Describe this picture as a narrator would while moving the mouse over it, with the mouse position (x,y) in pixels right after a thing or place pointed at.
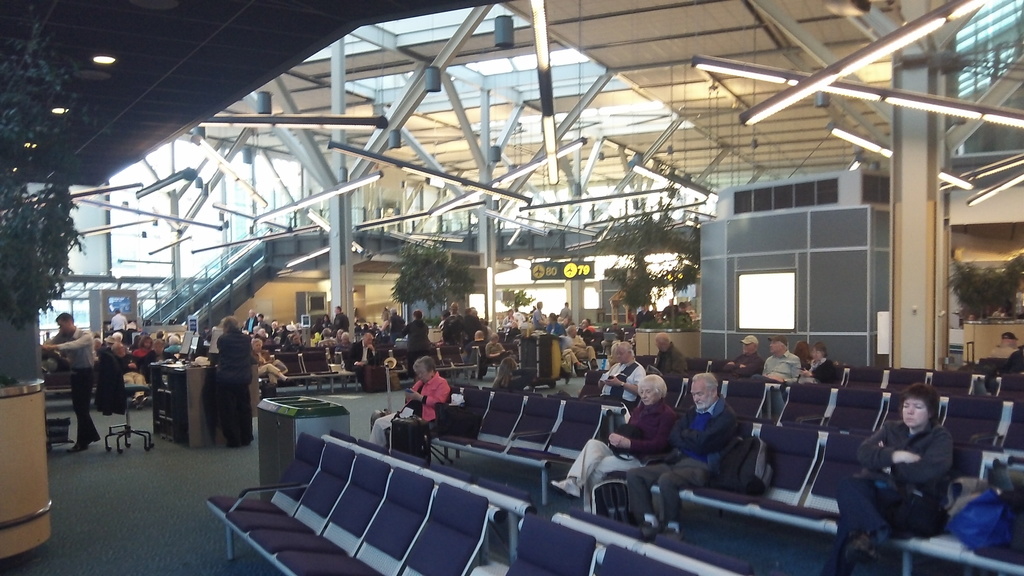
Here, at the right side (797,498) there are some chairs (520,460) and there are some people (885,502) sitting on the chairs (531,451), at the left side (249,391) there are two persons (231,384) standing, at the top (407,75) there are some lights (359,119) and there is a shed (584,52).
